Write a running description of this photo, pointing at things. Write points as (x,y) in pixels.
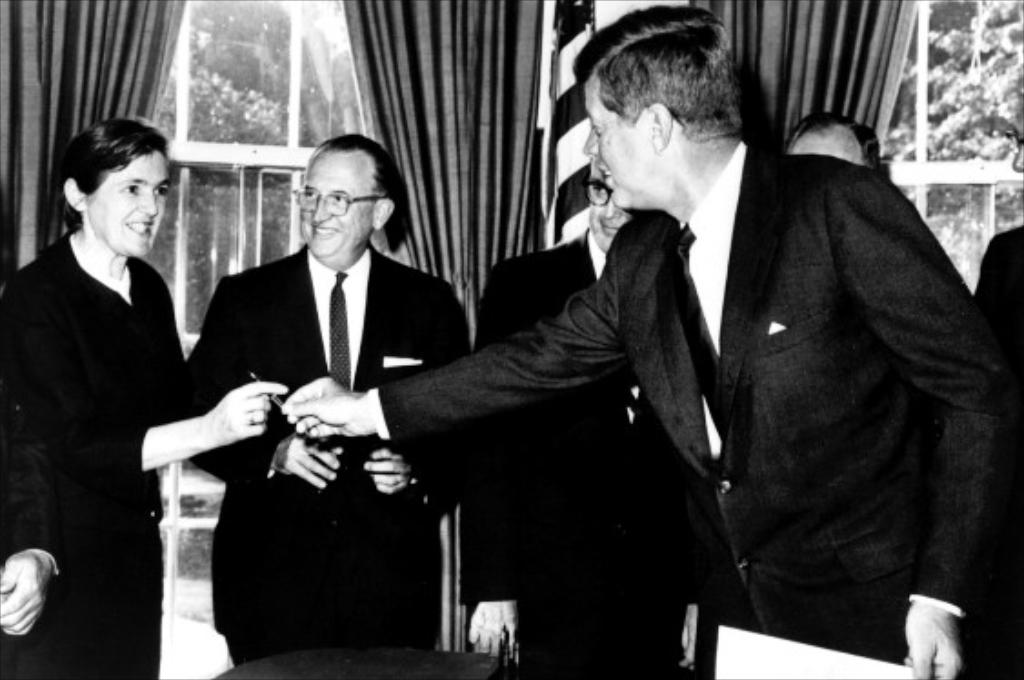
There is a black and white image. In this image, there are group of people (560,434) wearing clothes (282,292) and standing in front of curtains (487,73). There are two persons (537,309) in the middle of the image (432,315) wearing spectacles (599,200).
